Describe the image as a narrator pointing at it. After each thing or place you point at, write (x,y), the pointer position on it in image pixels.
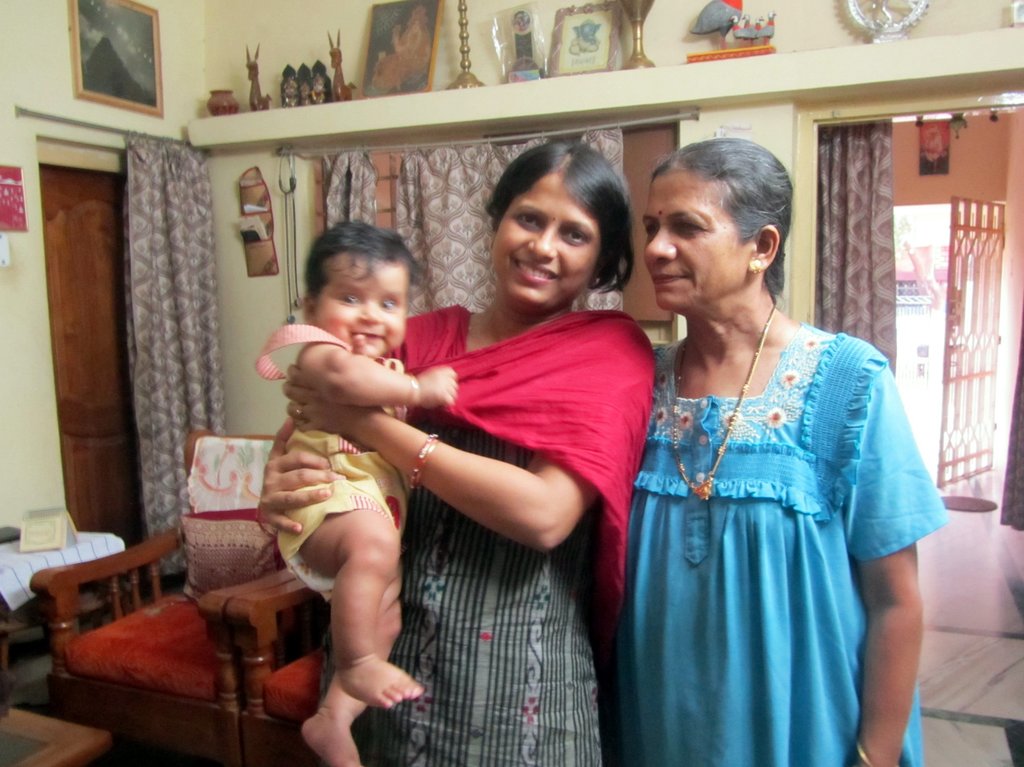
In this image I see 2 women (450,751) and one of this woman (439,632) is holding the baby (351,234), In the background (34,29) 2 sofas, a door (96,487), the wall (268,301) and few things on the rack (364,135).
